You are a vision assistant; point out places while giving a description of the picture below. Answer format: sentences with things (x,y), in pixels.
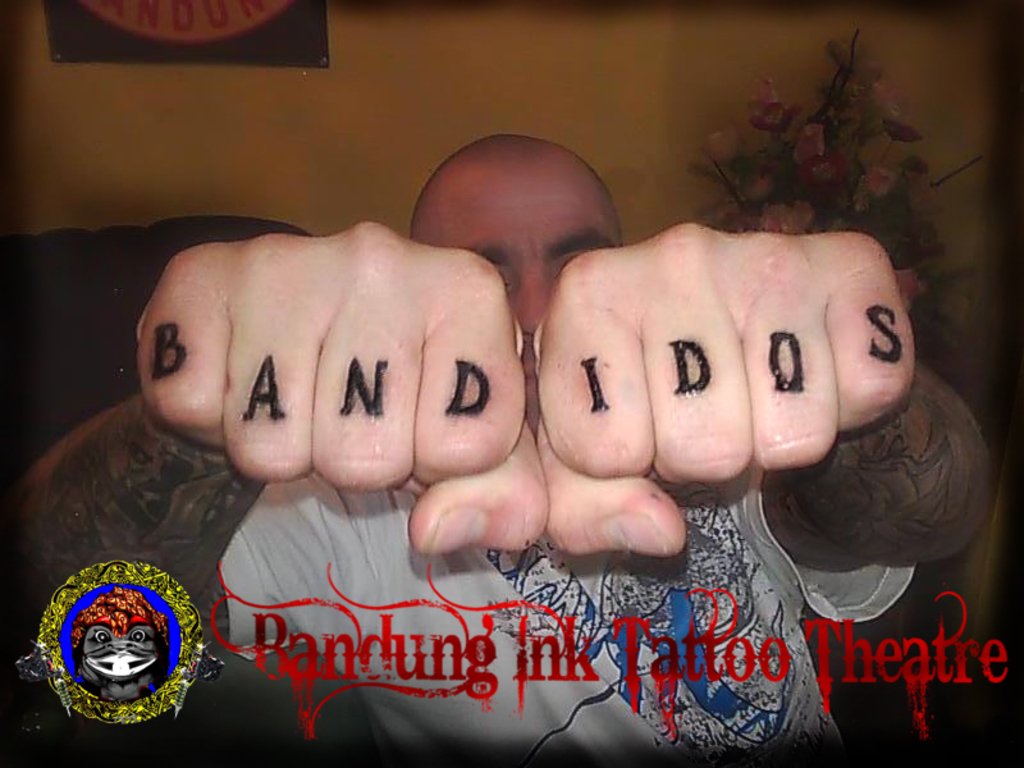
In the center of the image (376,396) there is a person (790,388) and there is some text (174,344) on the knuckles (519,415). At the bottom of the image (628,624) there is text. In the background of the image (685,67) there is wall (389,82). To the right side of the image (822,223) there are flowers (845,219).
